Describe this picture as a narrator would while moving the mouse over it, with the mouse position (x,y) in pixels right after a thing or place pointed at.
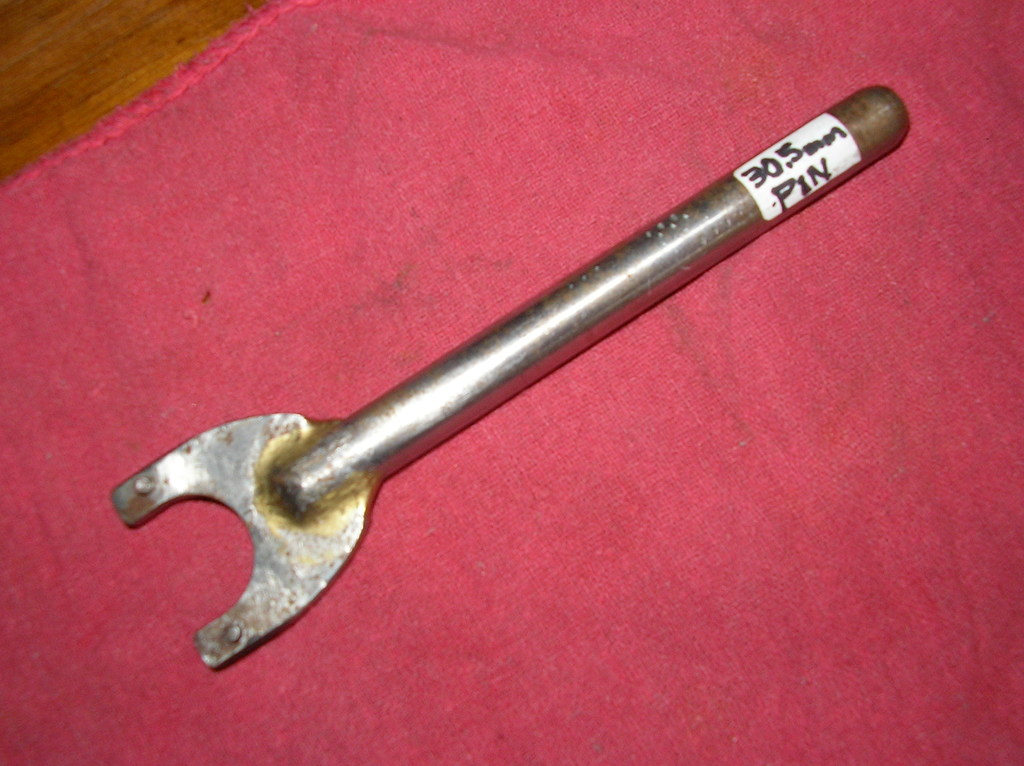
In this image we can see a metal tool (697,274) on a cloth (490,270) on a platform (133,34).
